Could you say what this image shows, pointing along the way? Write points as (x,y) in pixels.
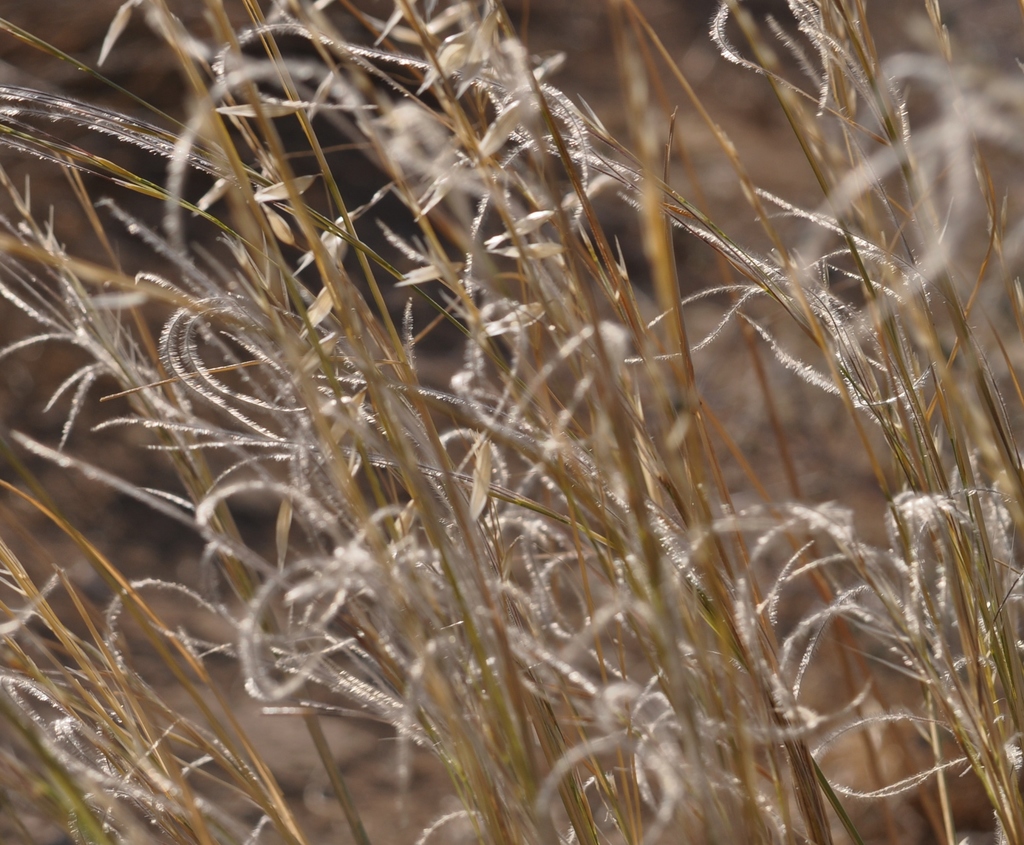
In this image there is dry grass (242,556).
